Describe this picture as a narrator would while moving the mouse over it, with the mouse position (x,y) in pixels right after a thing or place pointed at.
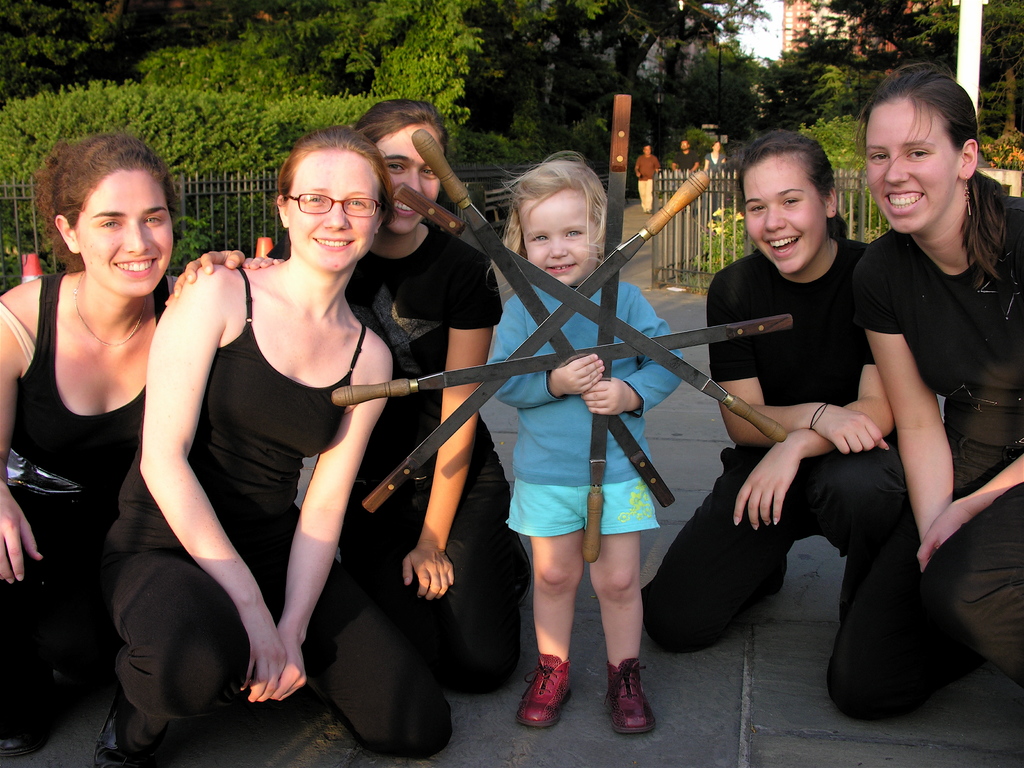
In the image we can see five women (267,295) and a child (563,405), wearing clothes (519,393) and they are smiling. The child (519,407) is holding objects (529,271) in her hand (620,397), she is standing and she is wearing shoes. The women's (515,545) are bending on their knees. Here we can see fence (663,241), trees (486,83) and the building (805,42). Here we can see footpath (709,716) and the sky (753,46). We can see there are even other people (644,170) wearing clothes (683,157).
